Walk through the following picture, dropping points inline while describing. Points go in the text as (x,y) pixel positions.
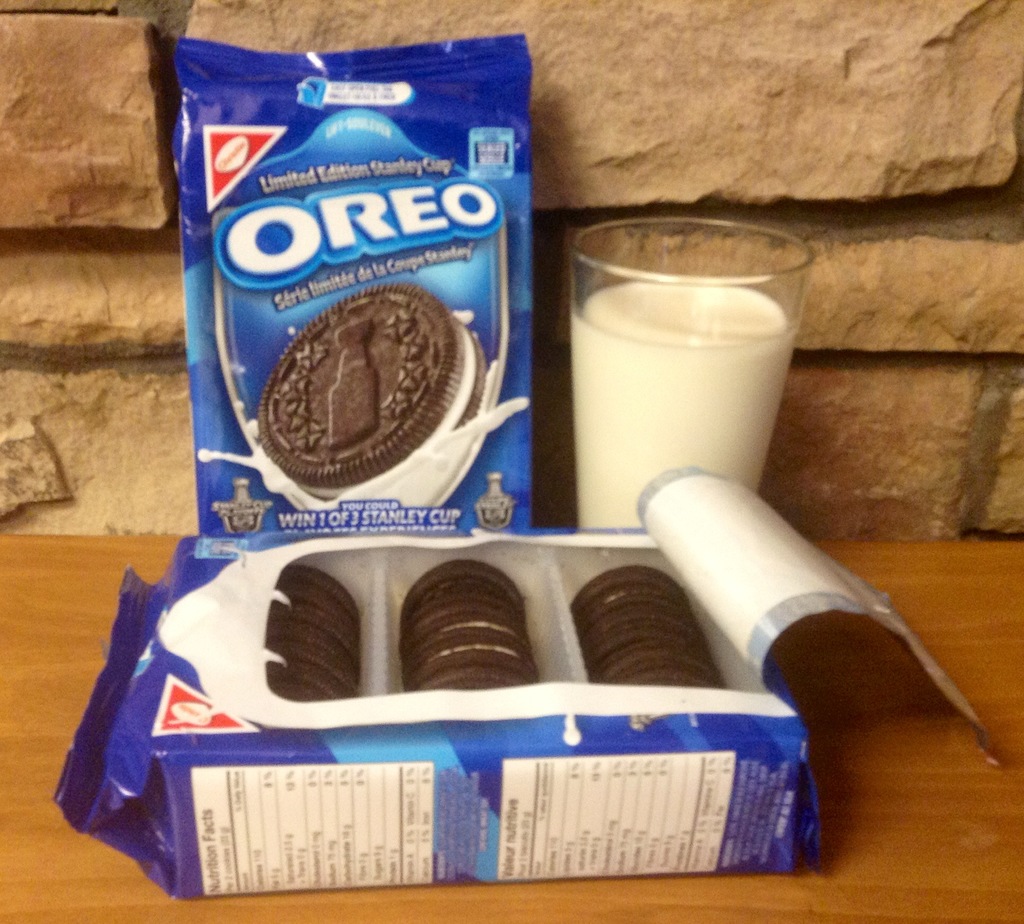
In this picture we can see packets (311,475) and glass (683,338) with milk (678,357) on the table (142,578). In the background of the image (526,21) we can see wall (653,53).
